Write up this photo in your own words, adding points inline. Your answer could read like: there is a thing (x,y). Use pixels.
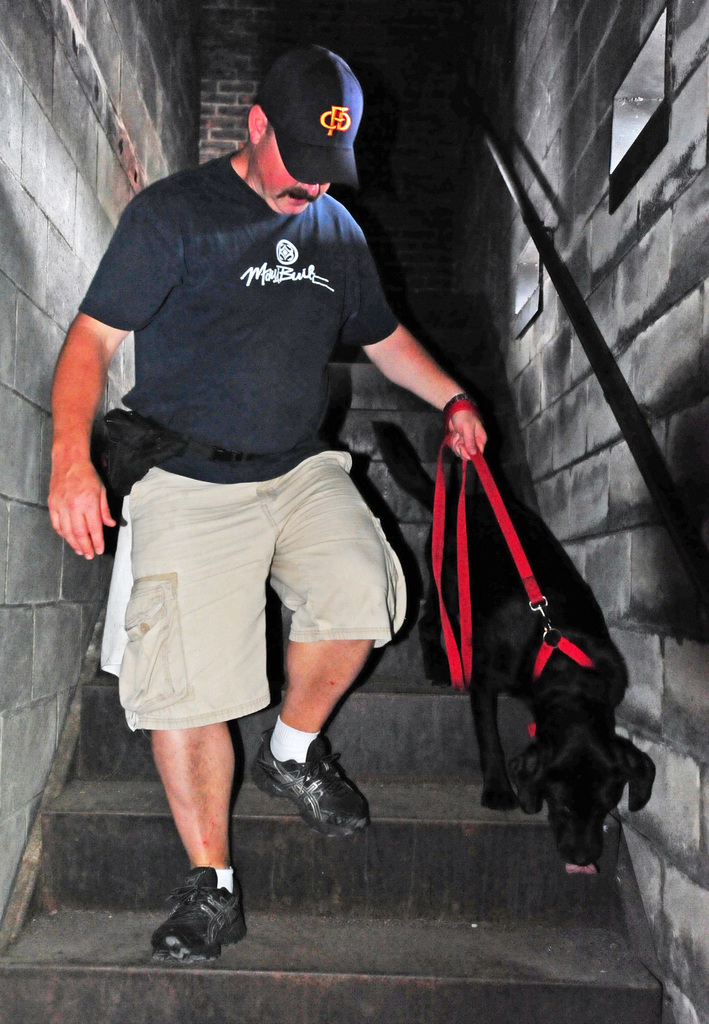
The person (235,316) wearing black shirt (235,316) is climbing down the steps (340,381) and holding a belt (474,464) which is tightened to the dog (564,617).
